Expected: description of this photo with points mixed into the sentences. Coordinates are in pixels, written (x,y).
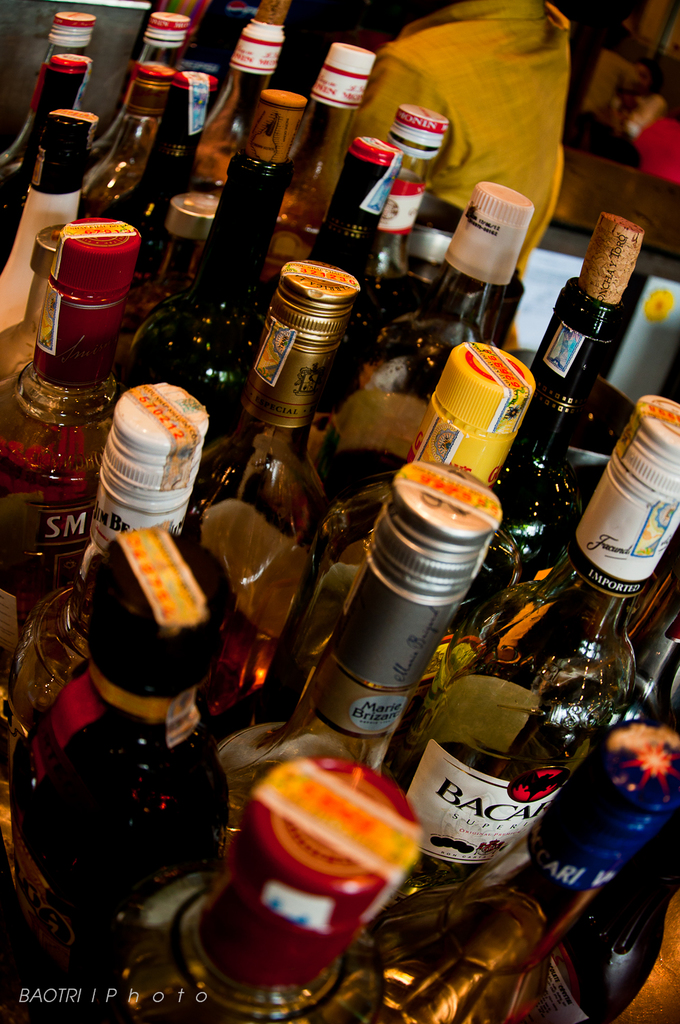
The image consists of number of wine bottles (444,699) in it. At the background (498,129) there is a person (504,82).
